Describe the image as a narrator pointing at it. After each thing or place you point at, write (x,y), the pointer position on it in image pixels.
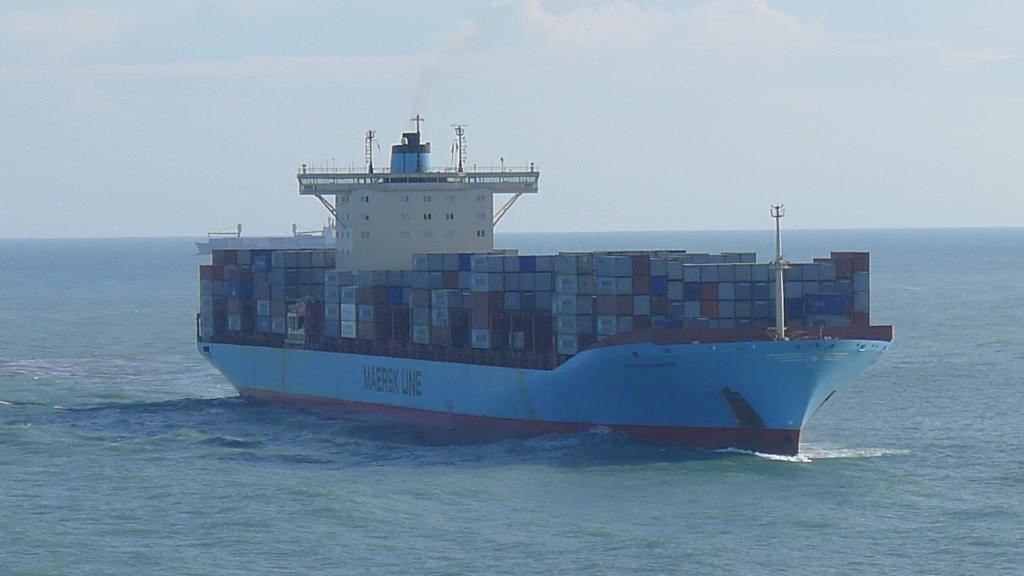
This image is taken outdoors. At the top of the image (115,160) there is the sky (386,80) with clouds (676,66). At the bottom of the image (387,466) there is a sea (109,367) with water (109,367). In the middle of the image (492,261) there is a ship (415,246) on the sea (774,469). There is a text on the ship (547,372). There is a huge luggage (300,262) and there are a few poles (458,138).
